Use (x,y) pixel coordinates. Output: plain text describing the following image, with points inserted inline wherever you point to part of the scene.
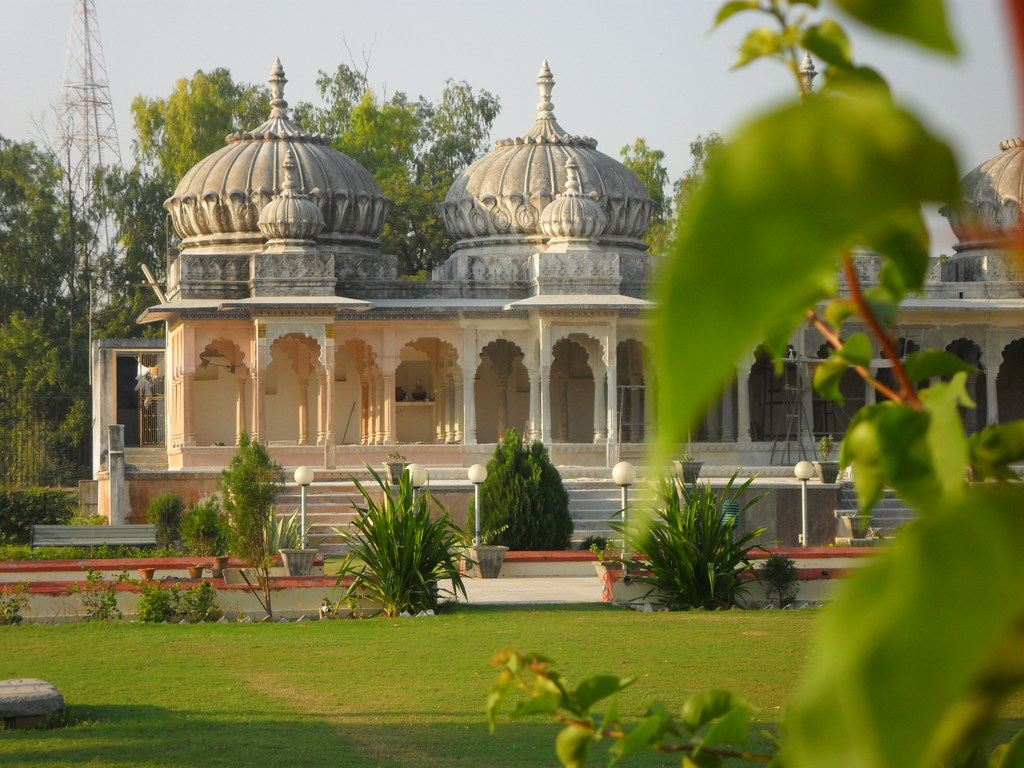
In this image, we can see ancient architecture (615,433), pillars (545,426), wall (477,374), stairs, rods (155,435), light poles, plants (448,574), pots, grass (510,623), some objects (221,621) and trees (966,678). In the background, there is the sky (613,67) and transmission tower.
